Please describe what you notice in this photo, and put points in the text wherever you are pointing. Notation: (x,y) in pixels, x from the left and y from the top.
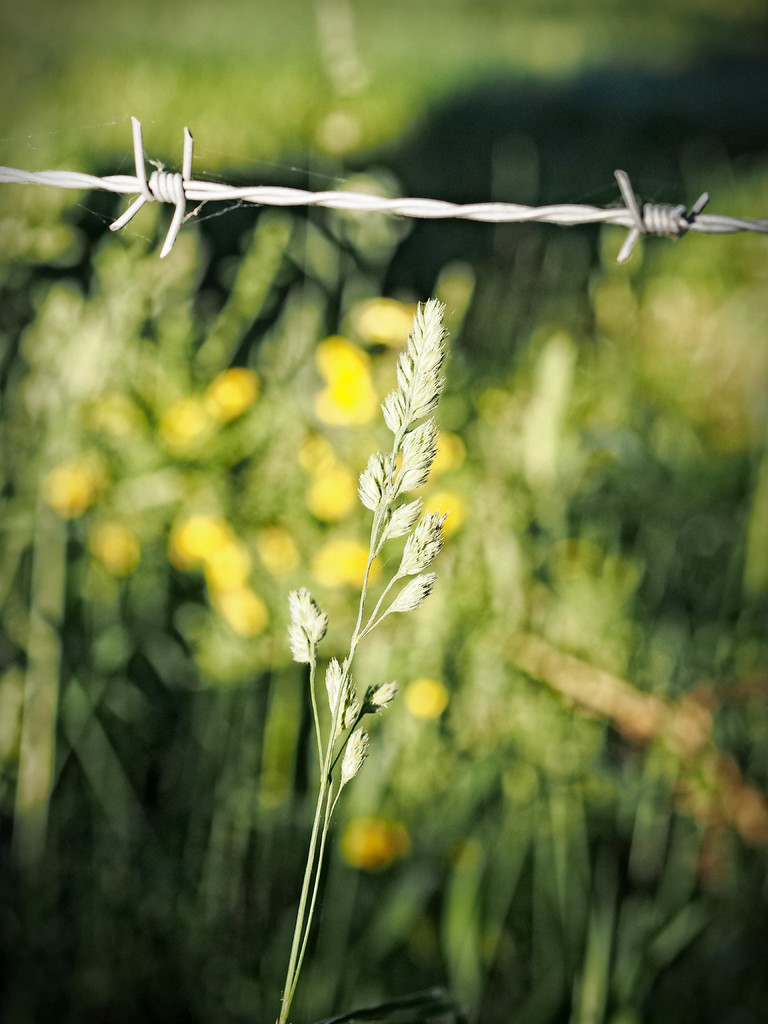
In this picture I can see a branch (303,907) with leaves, there is an iron wire (634,208), and there is blur background (756,711).
